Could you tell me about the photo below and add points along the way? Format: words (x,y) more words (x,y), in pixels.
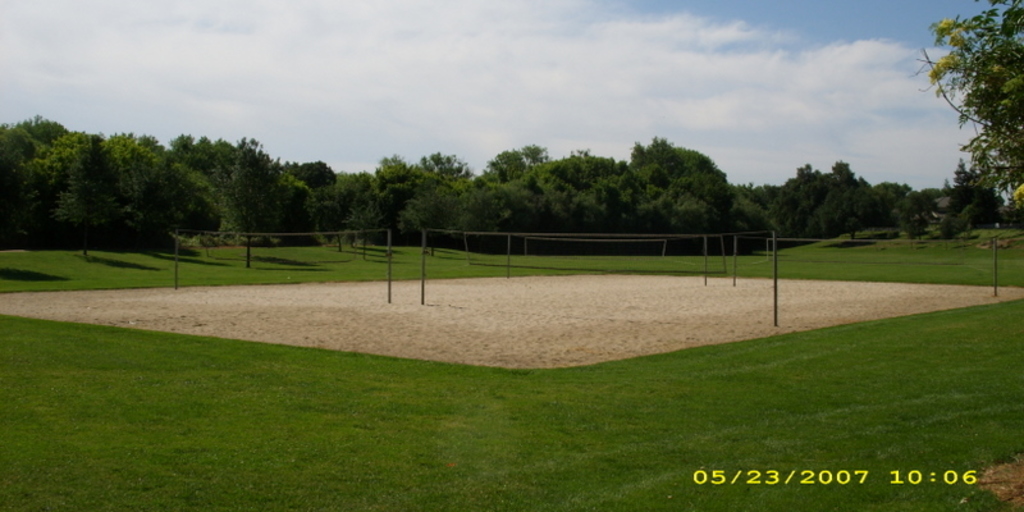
At the bottom of the image (284,405) on the ground (224,384) there is grass (204,253). In the middle of the ground (928,286) there are poles (706,244). In the background (698,208) there are trees (1018,203). At the top of the image (395,59) there is sky (909,70) with clouds (766,63).
